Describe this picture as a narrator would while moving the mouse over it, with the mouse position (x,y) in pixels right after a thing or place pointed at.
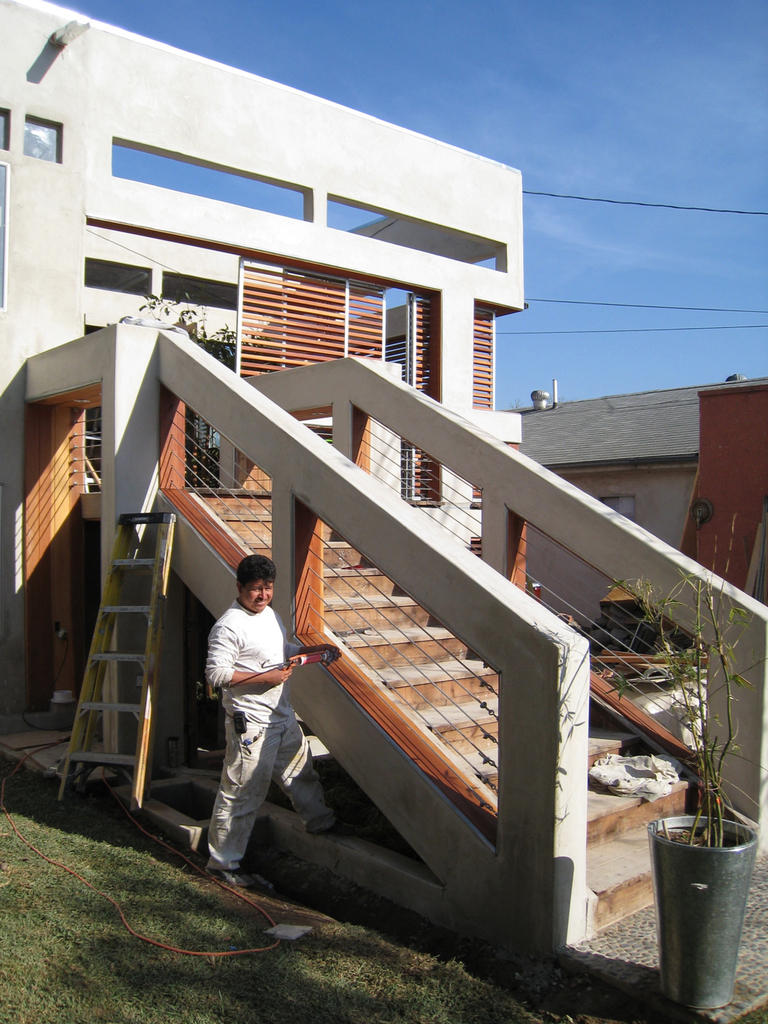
In this picture we can observe a man (239,696) wearing white color T shirt (236,664). We can observe stairs (436,735). There is a cement railing (198,382). On the right side (719,816) we can observe a plant pot (710,847). There is a ladder (150,519) on the left side (134,759). In the background (284,317) we can observe a house (284,317) and a sky (454,96).
